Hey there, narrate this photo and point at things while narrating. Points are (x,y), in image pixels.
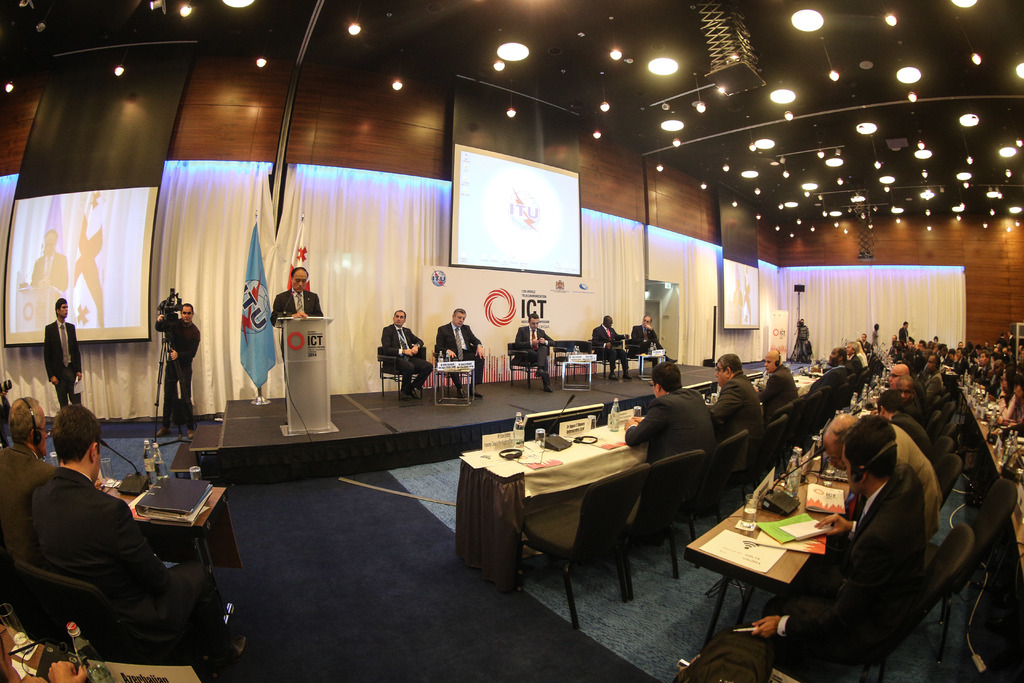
In this picture we can see a group of people (661,398) sitting on chairs (801,398) and in front of them on table (524,472) we have papers (768,528), glass (753,505), mics (786,509), headsets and here on stage (397,394) we can see person (306,311) standing at podium (304,350) and some person (644,325) sitting and here person (185,309) holding camera (168,305) in his hand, screen (101,260), wall (675,264), flag (243,324), lights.
